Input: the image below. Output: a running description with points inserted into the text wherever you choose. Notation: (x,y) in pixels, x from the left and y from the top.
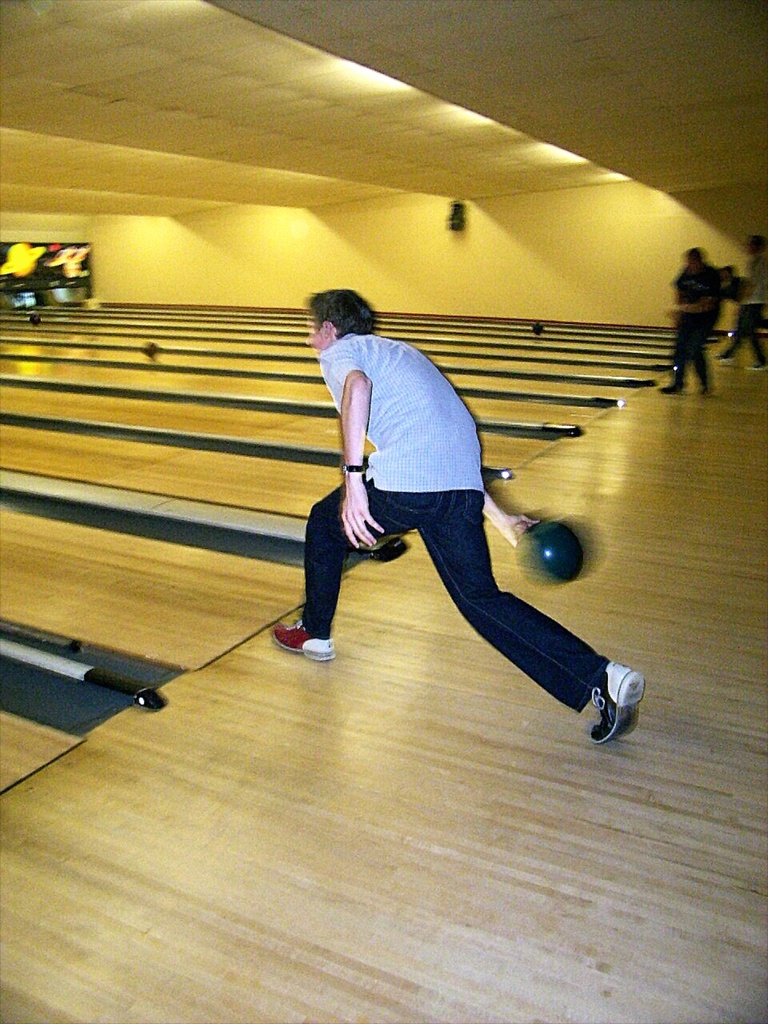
In this image there is a person (476,565) holding a ball (543,556) in his hand (520,518). Right side there are few persons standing on the floor (699,456). There are few balls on the floor (15,376). Top of image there are few lights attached to the roof (402,148).
